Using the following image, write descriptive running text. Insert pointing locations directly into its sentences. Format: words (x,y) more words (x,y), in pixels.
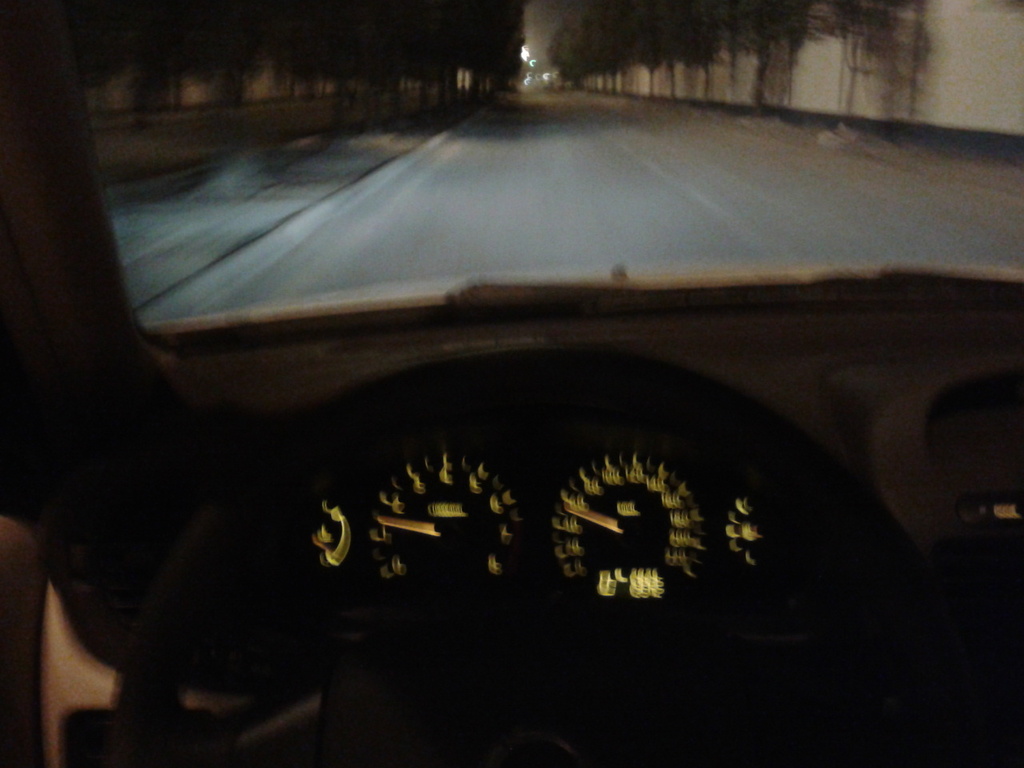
This is an inside view of a vehicle (440,601). In the background (443,279) I can see trees (171,86), a road (533,134) and some other objects (659,76).
